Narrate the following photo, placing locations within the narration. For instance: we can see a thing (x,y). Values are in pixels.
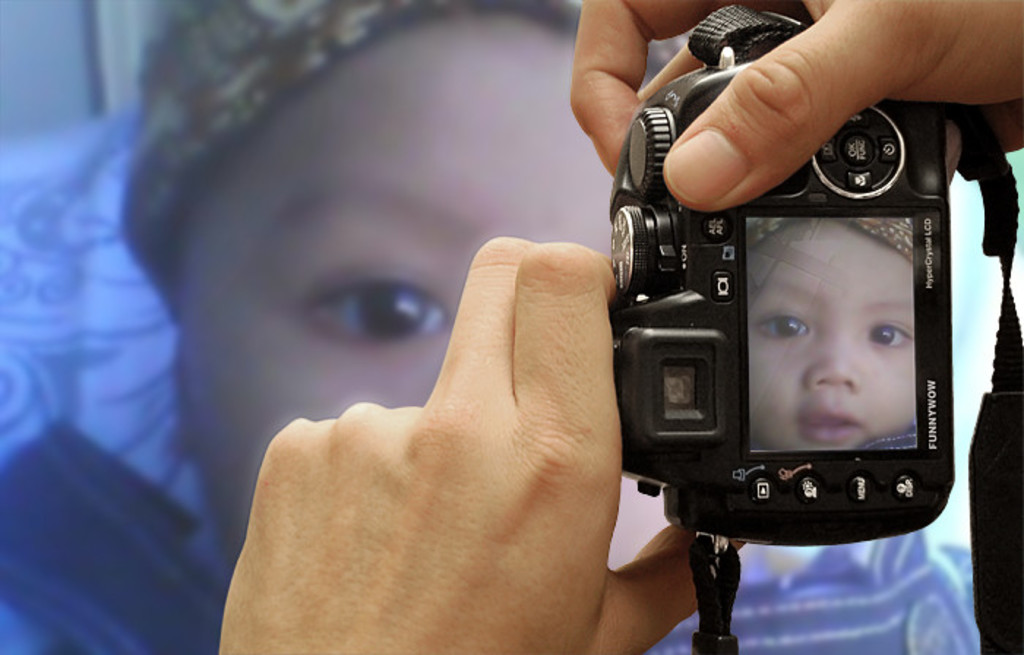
In this image I can see a person (487,468) is trying to capture the image of a baby (829,339) in the camera (816,349) by holding it with the hands (569,407).
